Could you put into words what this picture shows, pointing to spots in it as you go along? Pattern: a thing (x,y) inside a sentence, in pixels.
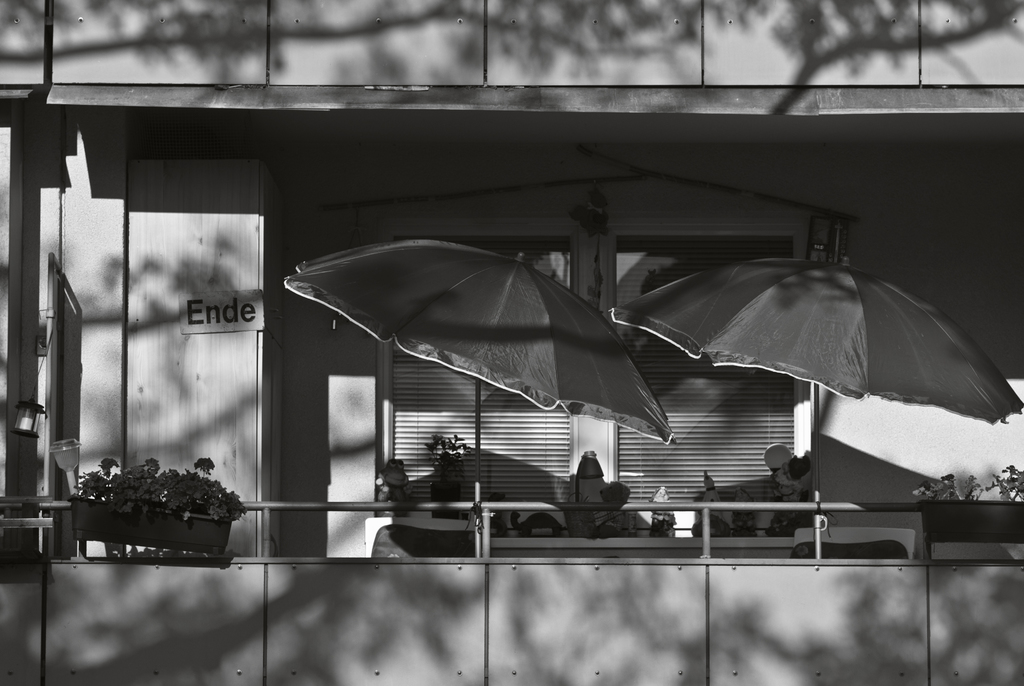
This is a black and white image, in this image there is a balcony (354,503), in that there are two umbrellas (753,330) and plants (931,500), in the background (354,149) there is a wall (962,319) to that wall (950,458) there is a window (686,378).
